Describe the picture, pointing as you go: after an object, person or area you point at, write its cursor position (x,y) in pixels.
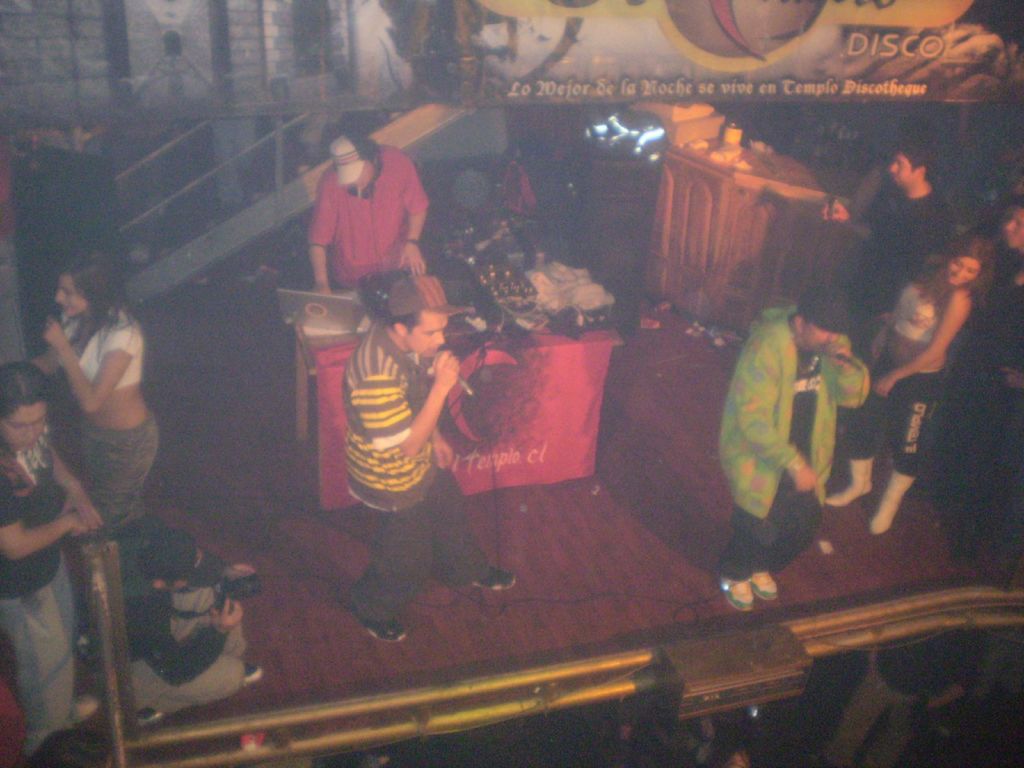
In the picture I can see these three people (74,361) are holding mics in their hands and singing and this person (327,239) wearing red T-shirt (398,225) is standing there and there are laptop (345,306) and few more objects (570,285) placed on the table (338,402). In the background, we can see the stairs (227,189), banner (894,34) and few more people (907,236) standing. Here we can see a person (212,644) holding camera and sitting on the stage (289,583).
